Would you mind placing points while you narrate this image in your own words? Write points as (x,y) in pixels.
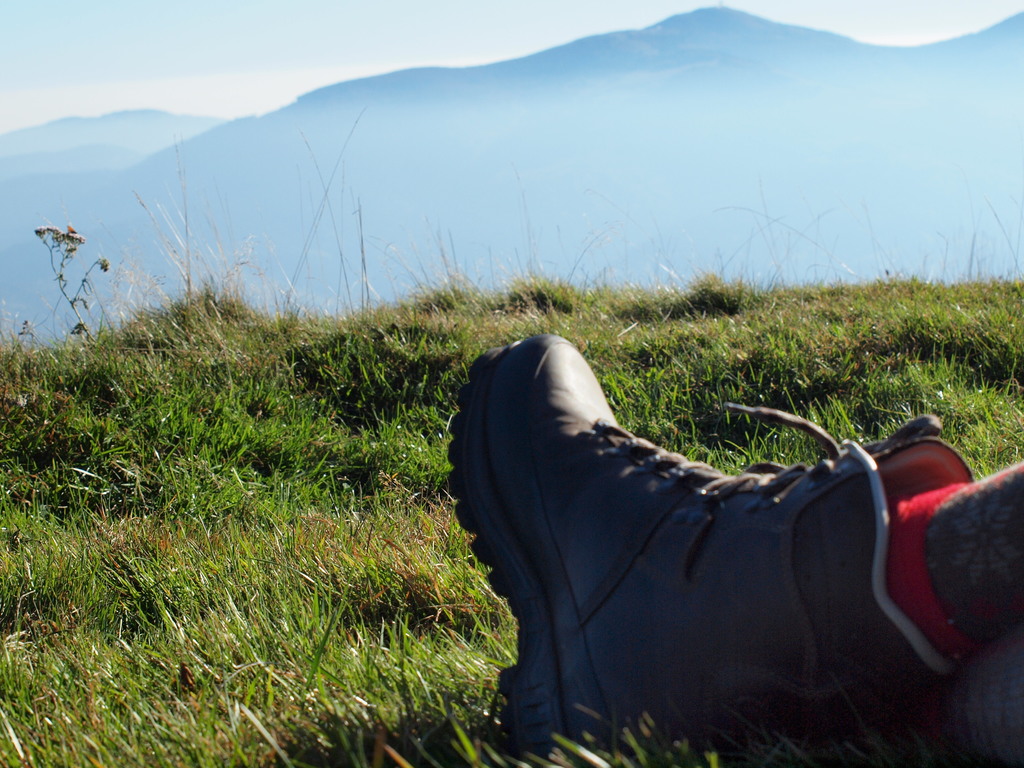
On the right side of the image (711,556) we can see the leg (728,545) of a person (728,546) along with a shoe (733,562). In the background (327,69), we can see the sky (272,74), hills (293,196) and grass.
